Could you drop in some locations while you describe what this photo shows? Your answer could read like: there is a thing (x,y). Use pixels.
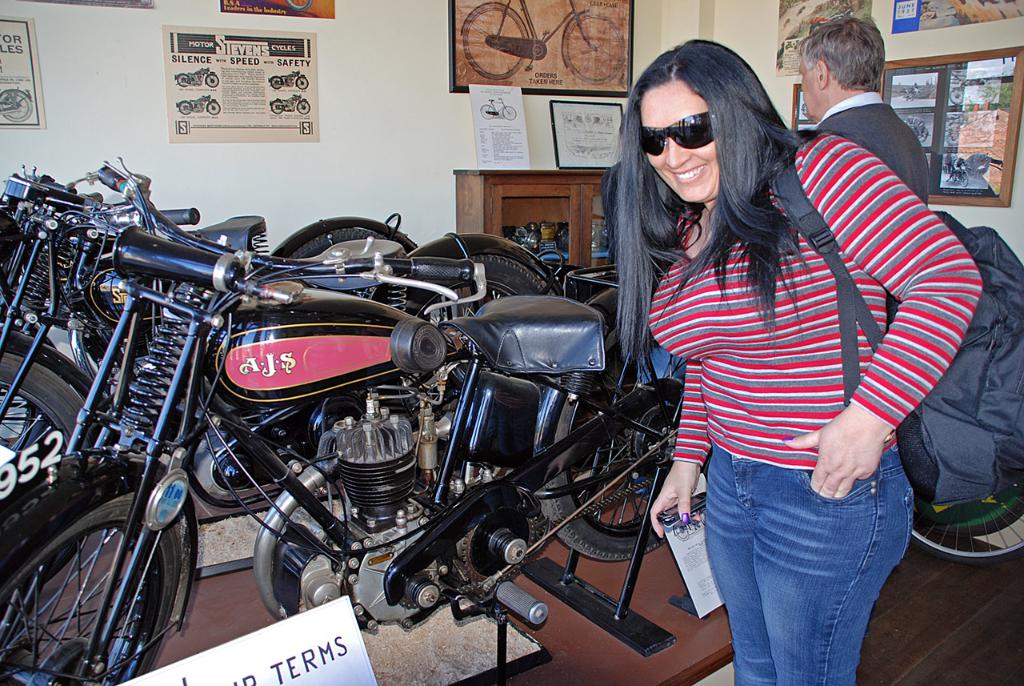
In this image I can see vehicles (490,471). There are two persons (776,467) standing. One of the person (763,460) is holding an object (705,562) and carrying bag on her shoulder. There are papers (485,127) and photo frames (518,16) attached to the walls (443,113). Also there is a wooden glass cupboard (518,208) and there are some objects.
